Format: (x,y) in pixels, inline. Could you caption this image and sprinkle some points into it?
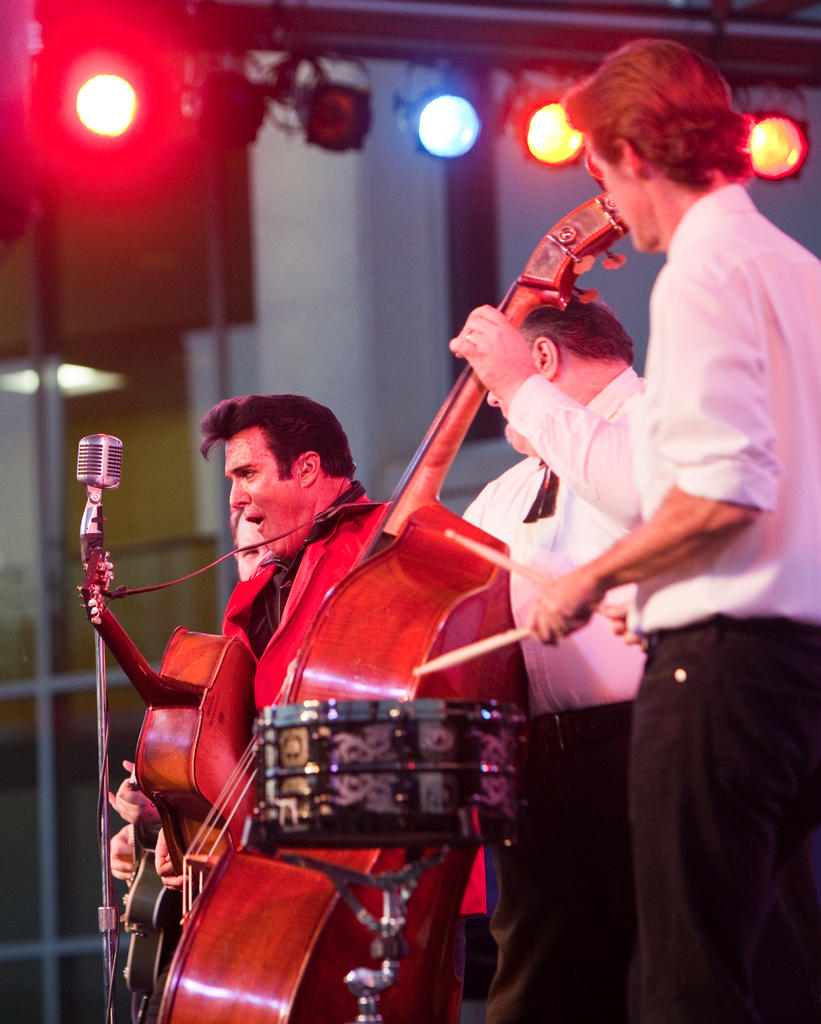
In this image i can see few persons (458,355) holding a musical instrument (182,672) in their hand (126,846) and the person (741,733) in the right corner (726,326) is holding a drum sticks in his hand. In the background (109,66) i can see lights (76,91), and there is a microphone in front of a person (242,629).
